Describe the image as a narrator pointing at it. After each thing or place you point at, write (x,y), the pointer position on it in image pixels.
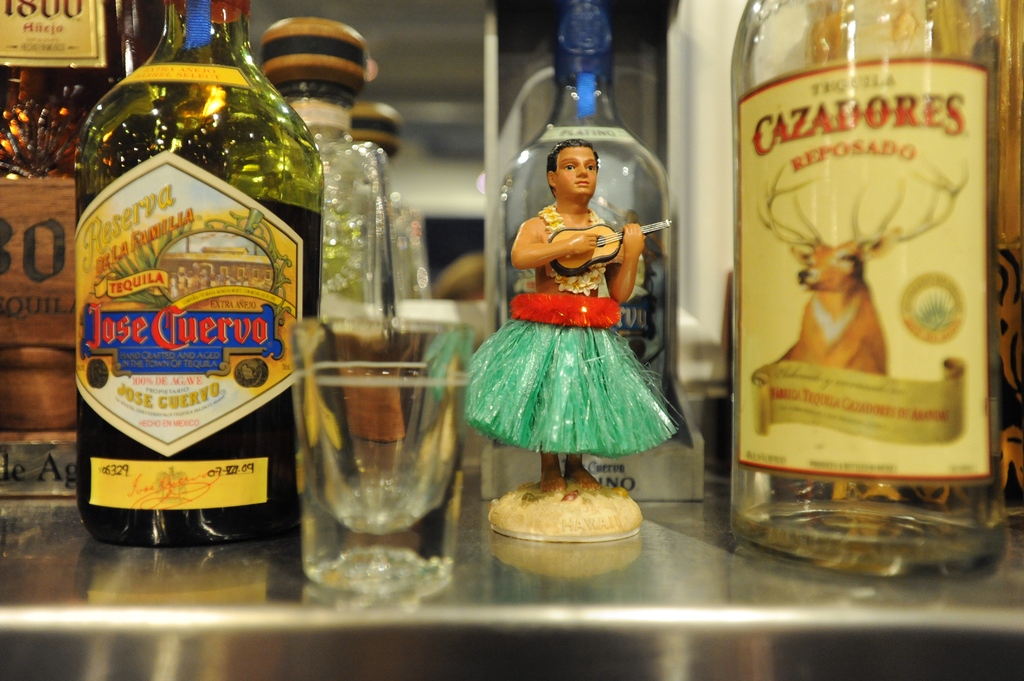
Here are the glass bottles (378,235) and a tumbler (369,475) and this is the toy (580,391) placed on the table (589,595). And these bottles (357,198) are closed with a cork (318,83).
